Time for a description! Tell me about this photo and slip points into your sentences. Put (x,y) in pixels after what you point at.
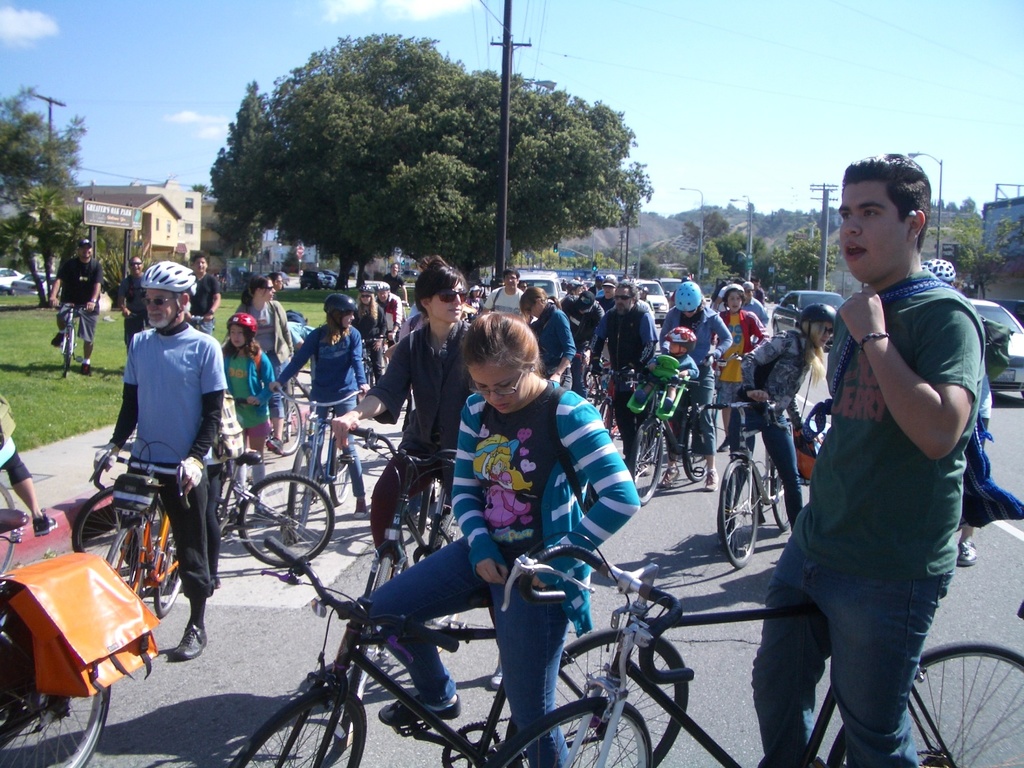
This image is clicked on the road (280,489). There are many people (787,570) in this image. Most of them are riding bicycles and wearing helmets (691,284). To the left (81,193), there is a tree (57,209), buildings (144,219), and grass (229,297). To the right (938,222), there are cars (1012,345), poles (748,258) and bikes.
